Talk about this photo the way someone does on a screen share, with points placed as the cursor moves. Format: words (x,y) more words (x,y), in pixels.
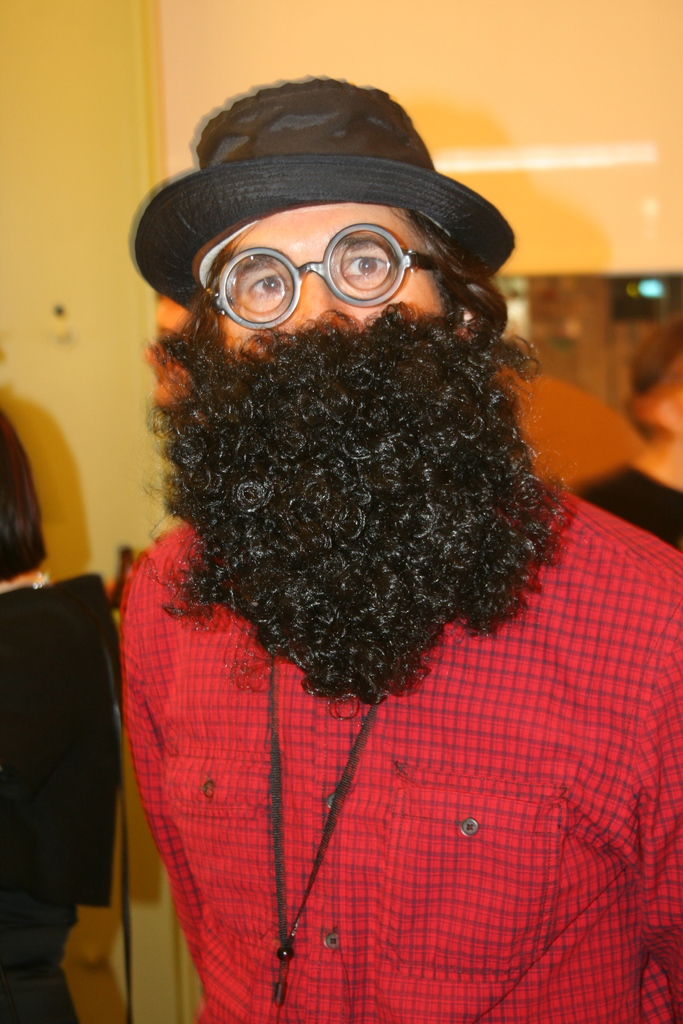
In this image a man (519,768) wearing a red shirt (378,733). He is wearing cap (313,161), glasses (281,315), beard wig (346,455). In the background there are few other people (17,631) and wall (398,81).
